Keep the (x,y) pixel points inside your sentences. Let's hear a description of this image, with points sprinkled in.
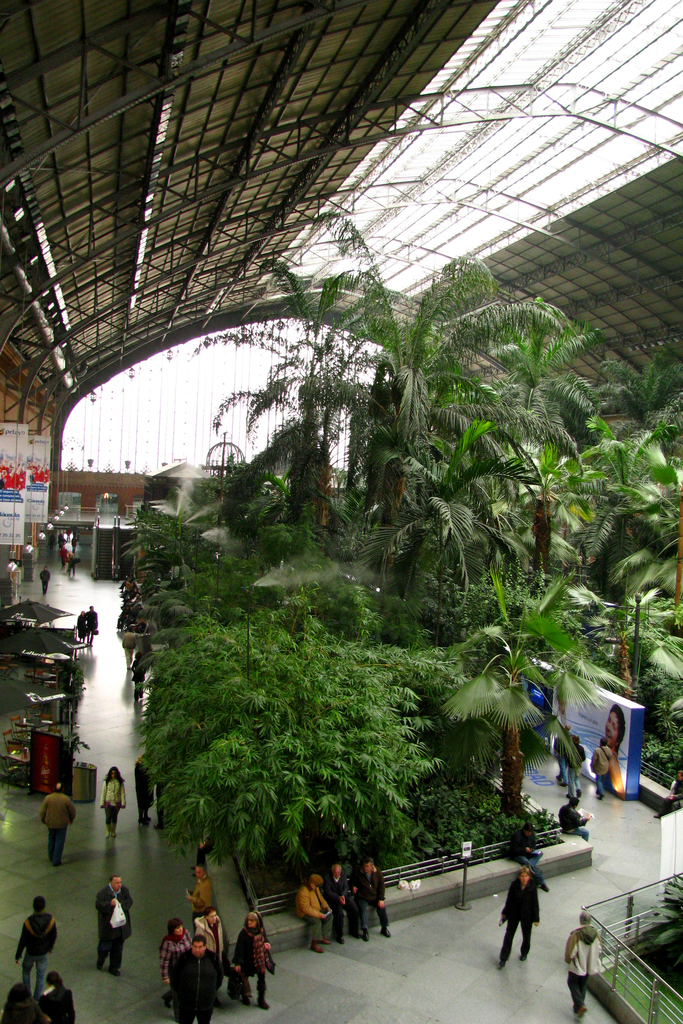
In this image we can see a group of people (572,957) walking on the floor (355,999). On the left corner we can see a person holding a cover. We can also see a dustbin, lamps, a board (465,850) with pole (464,902) and a group of people (334,928) sitting beside a fence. In the center of the image (430,565) we can see a group of plants (483,821) and trees (434,638) under a roof (318,202).
